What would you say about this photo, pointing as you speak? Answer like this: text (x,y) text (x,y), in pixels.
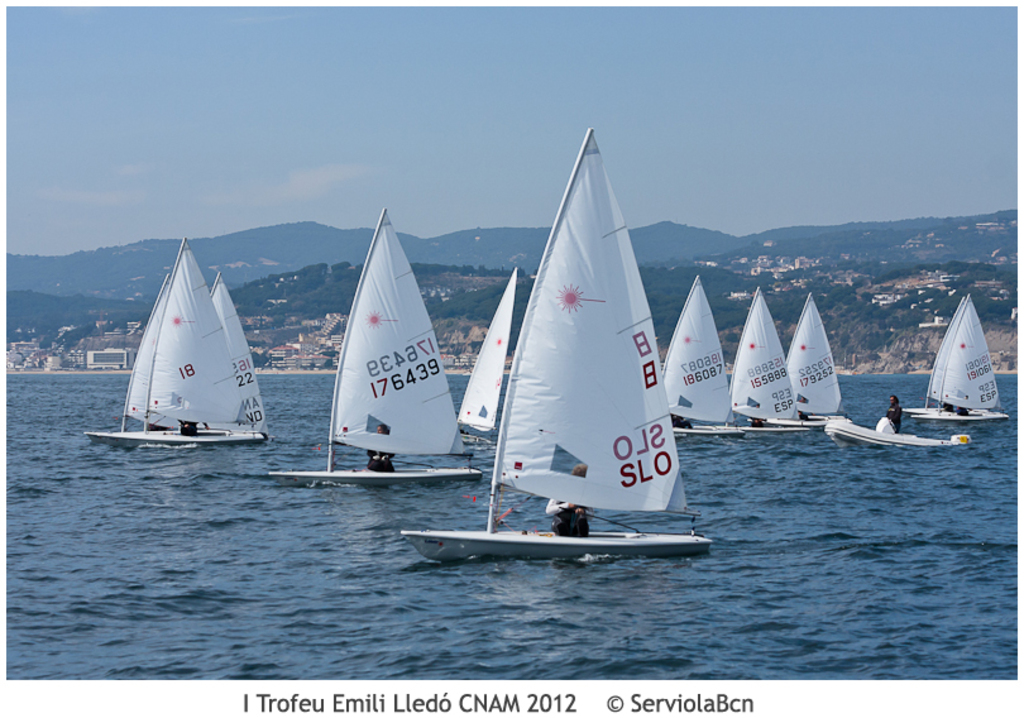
In this picture we can see some people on the boat (443,393) and the boats (424,433) are on the water (425,491). Behind the boats (808,387) there are trees (277,276), buildings (302,341), hills (642,248) and the sky (624,96). On the image there is a watermark (539,704).
